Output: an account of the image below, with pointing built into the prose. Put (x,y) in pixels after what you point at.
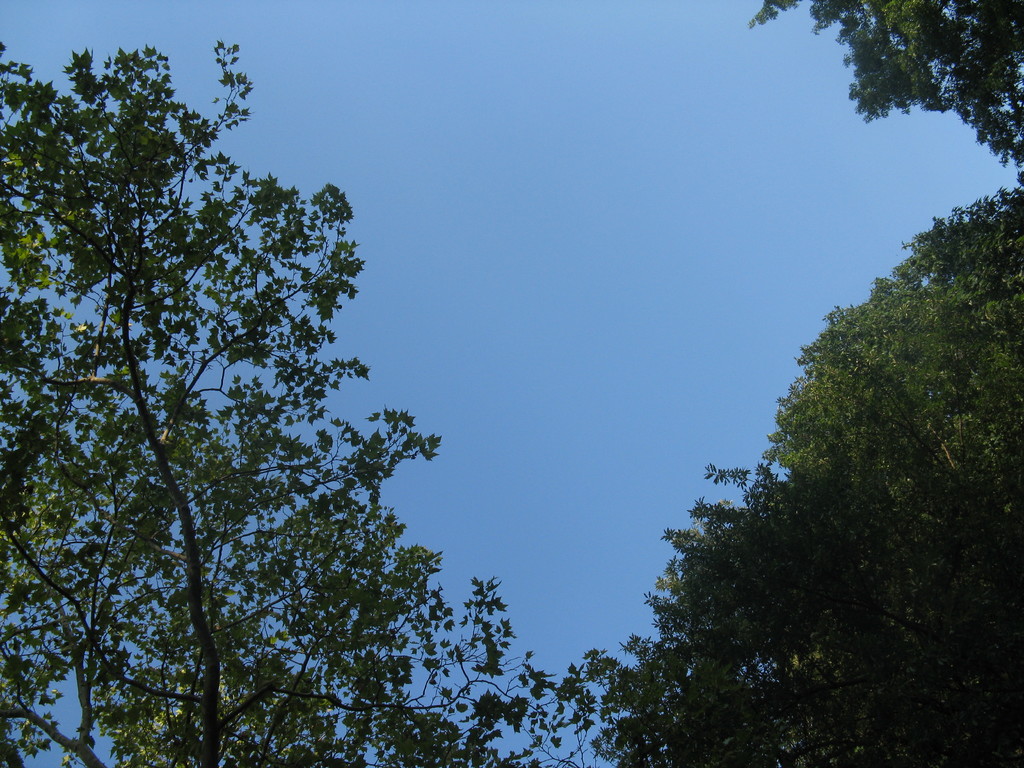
In the image we can see some trees (990,684). Behind the trees (1002,440) there is sky (903,143).
